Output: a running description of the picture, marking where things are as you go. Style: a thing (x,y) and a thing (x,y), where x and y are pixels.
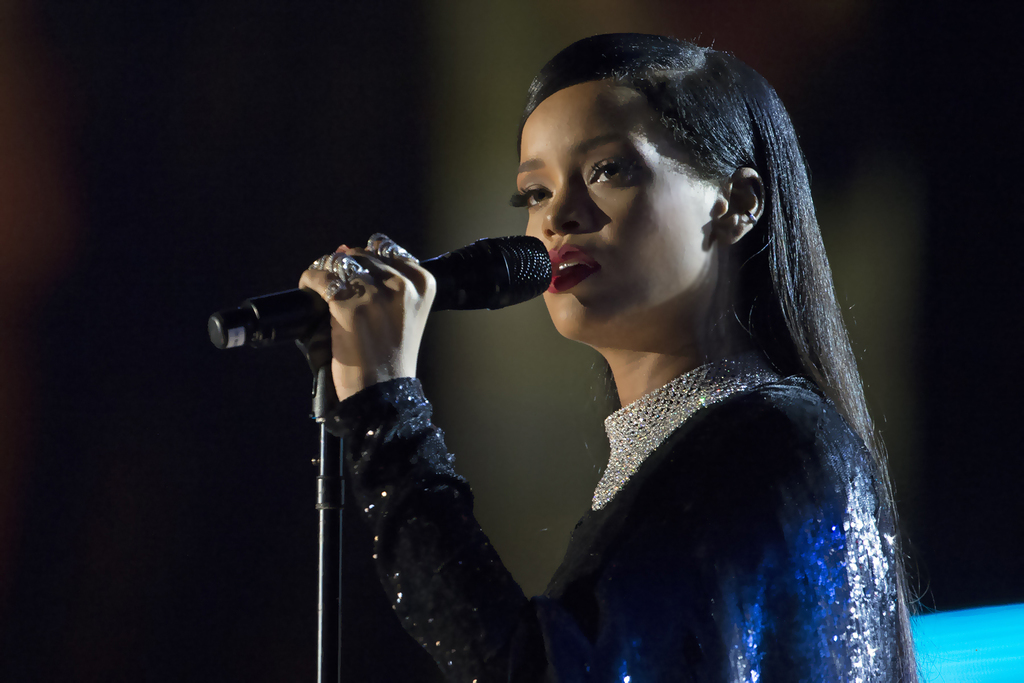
In this picture I can see a woman (629,338) holding a mic (306,323). I can see the darkness (343,187) in the background (364,155).
